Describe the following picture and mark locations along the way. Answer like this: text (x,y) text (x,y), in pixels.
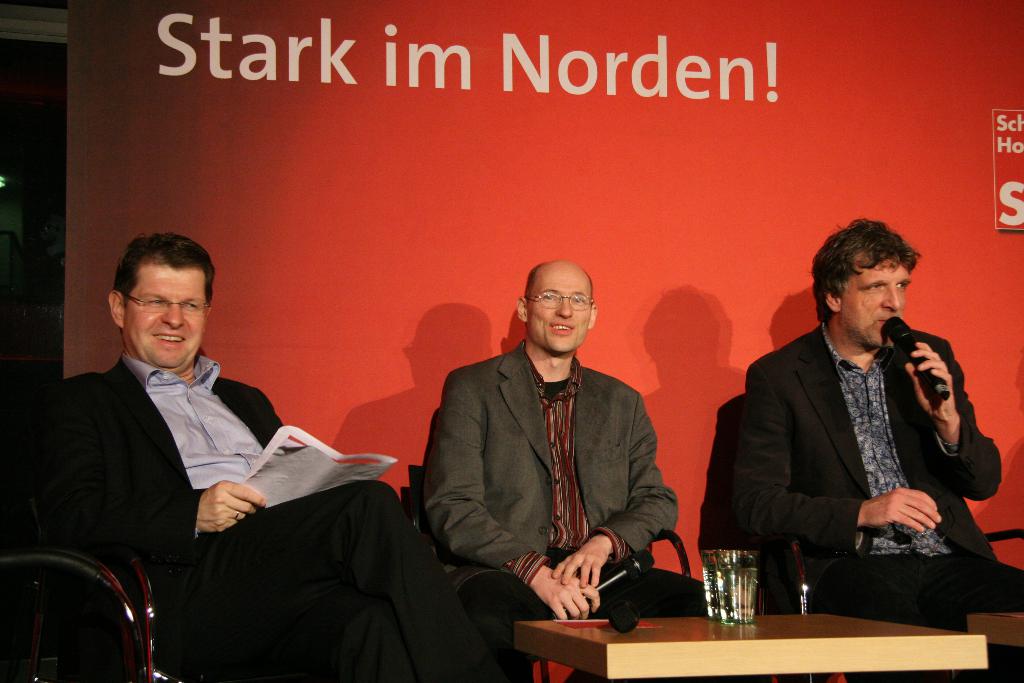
The person (846,394) in the right (895,416) is sitting and speaking in front of a mic (922,362) and there are two other persons (510,436) sitting beside him and there is a table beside him which has a glass (735,597) of water (736,596) in it. The background (608,227) is red in color with something written on it.
